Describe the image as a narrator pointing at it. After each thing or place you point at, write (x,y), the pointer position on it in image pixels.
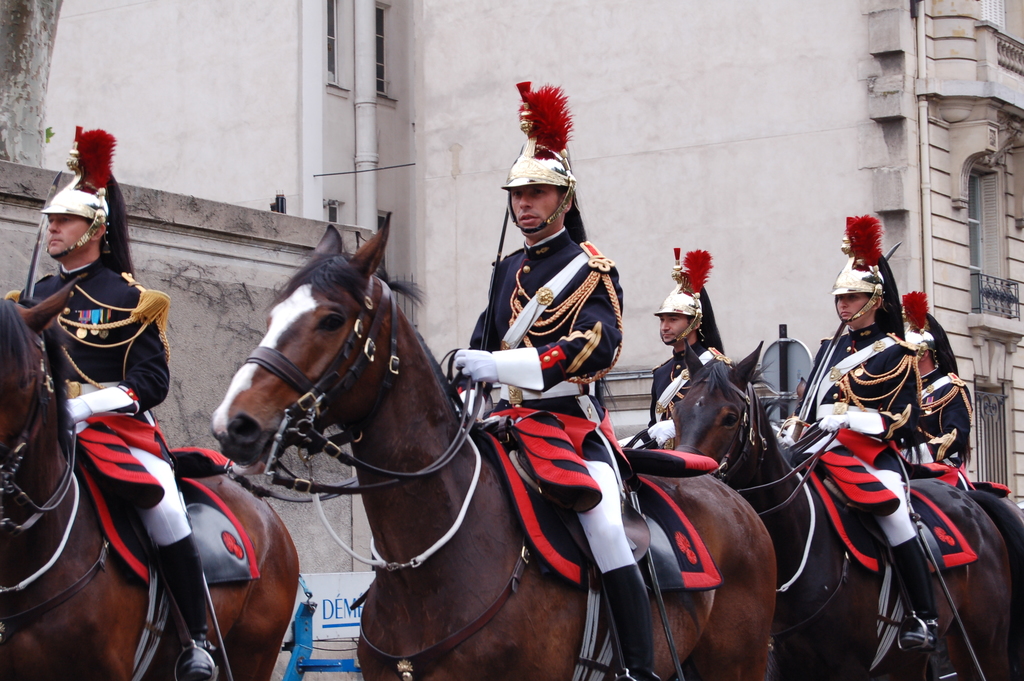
This image is taken outdoors. In the background (716,154) there is a building (798,171) with walls (766,149), windows (985,207), balconies (986,307) and railings (987,415) and there is a pipeline (371,82). On the left side of the image (31,357) a man (114,296) is sitting on the horse (109,596). There is a board (344,616) with a text (330,616) on it. In the middle of the image (589,368) four men (541,162) are sitting on the horses (753,550) and they have worn different types of costumes (603,414) and they have worn caps (679,298) with feathers (691,272).
